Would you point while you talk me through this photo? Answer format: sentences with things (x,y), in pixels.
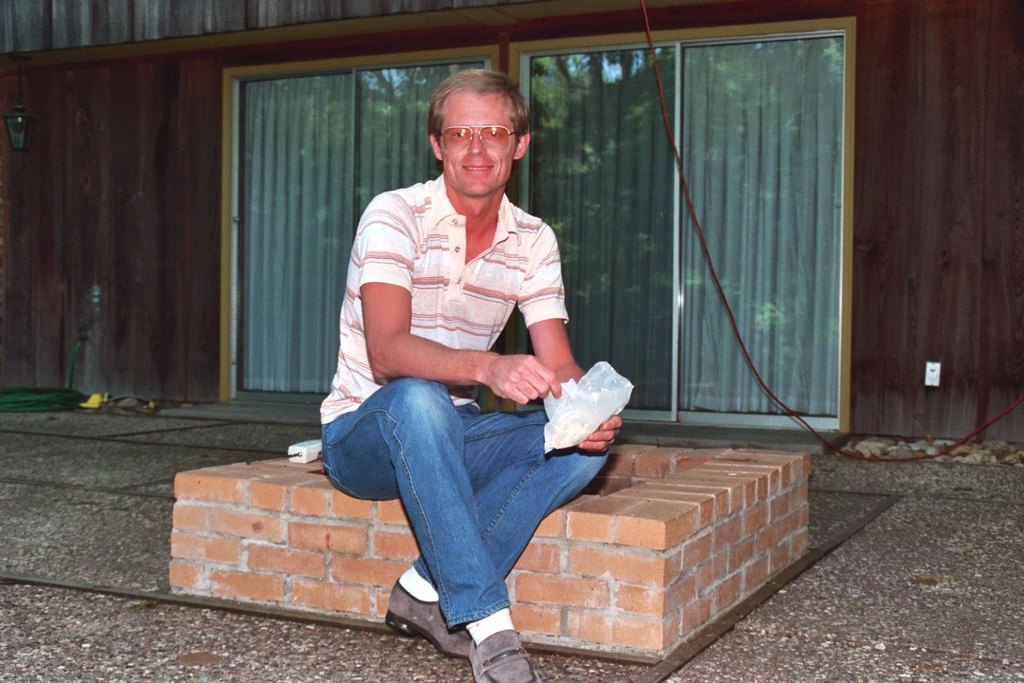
In this picture there is a man (431,578) sitting and smiling and he is holding the cover (603,374). At the back (929,95) there is a building (336,340), behind the door (270,255) there are curtains (756,327) and there is a reflection (628,195) of a tree (361,96) on the mirror (567,269) and there is a wire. At the bottom (1002,459) there is a pipe (71,389) and there are stones (970,440) and there is a light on the wall (109,147).
